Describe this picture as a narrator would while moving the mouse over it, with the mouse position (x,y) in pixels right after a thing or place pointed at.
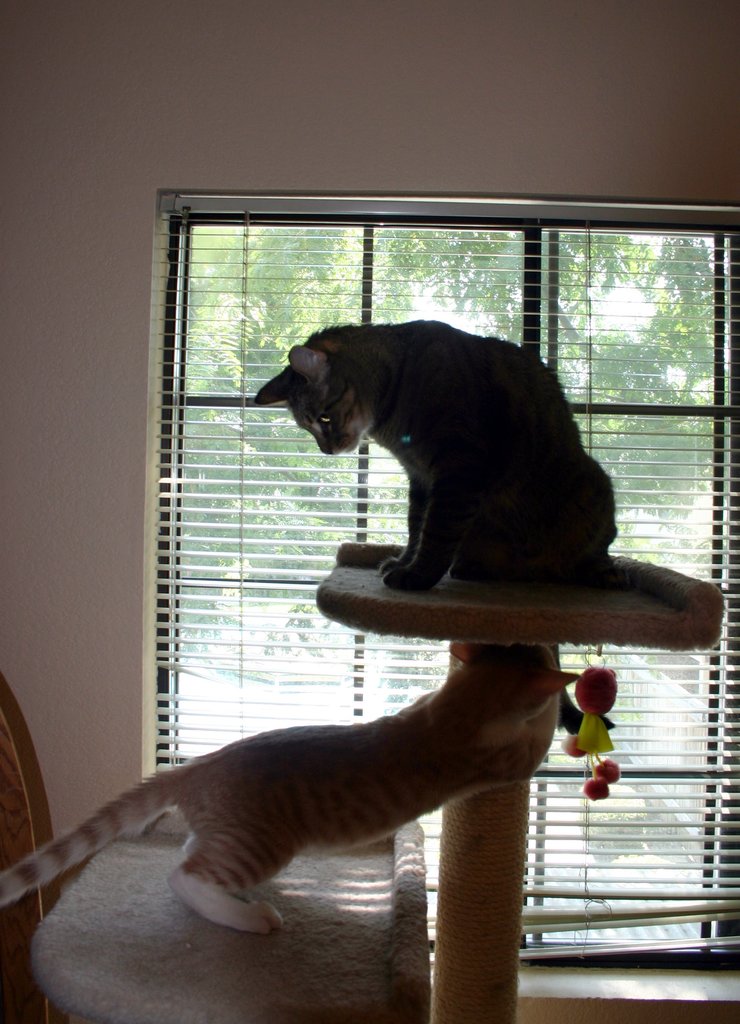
In this picture we can see cats (393,768), table (696,614), window blind (687,566) and couple of trees (416,264).
